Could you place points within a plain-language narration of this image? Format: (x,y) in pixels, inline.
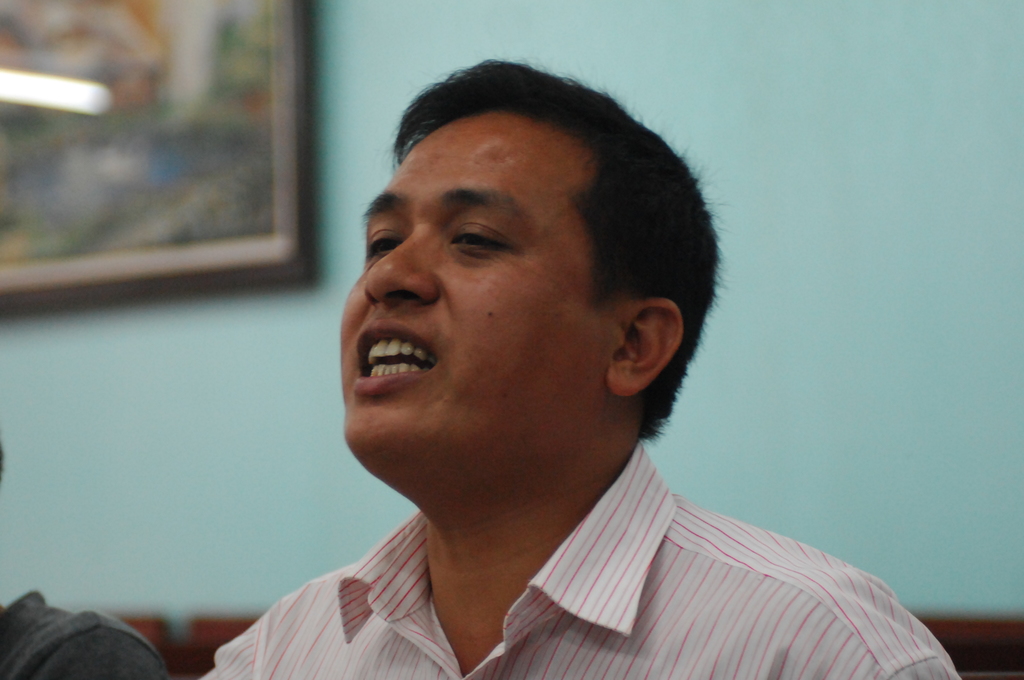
In the picture we can see a man (577,527) talking something opening his mouth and behind him we can see a wall (677,445) with a photo frame (95,212) to it.
